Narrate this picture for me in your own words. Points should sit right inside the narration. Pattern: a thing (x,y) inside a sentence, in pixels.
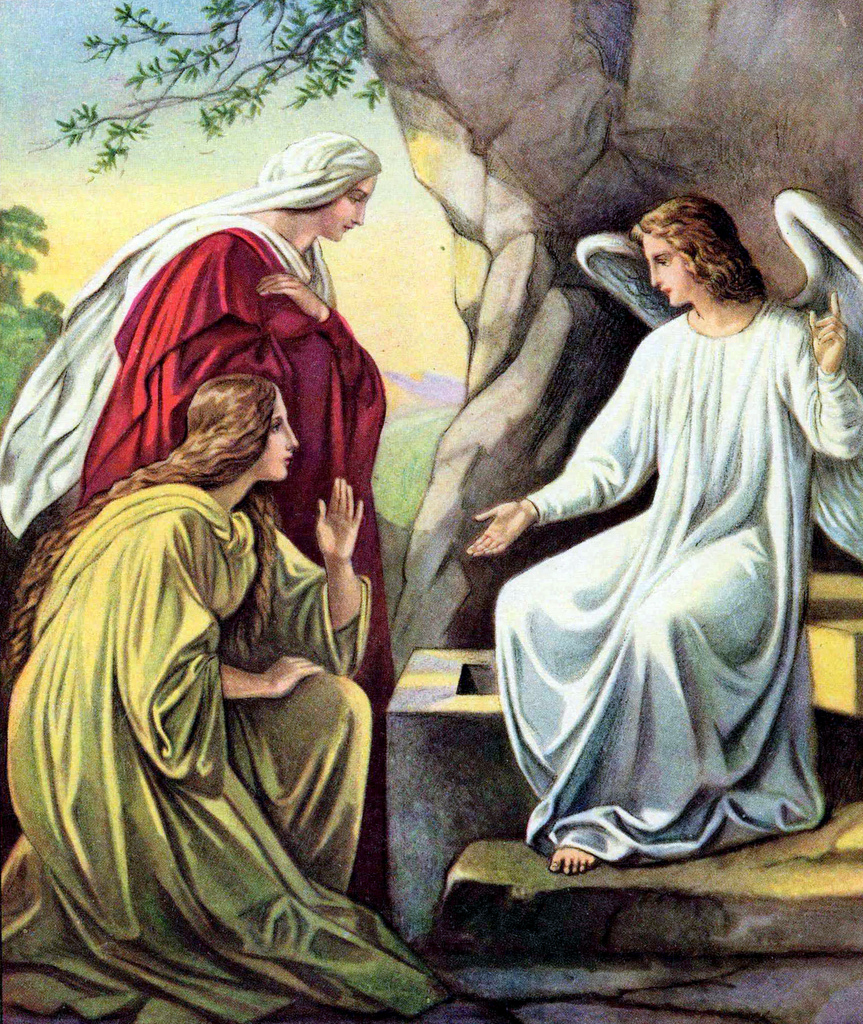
In this image there is a painting (328,333). There is an angel (641,417) sitting on the stone (818,589) and there are two devotees (236,498) in front of her. In the background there is a tree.
